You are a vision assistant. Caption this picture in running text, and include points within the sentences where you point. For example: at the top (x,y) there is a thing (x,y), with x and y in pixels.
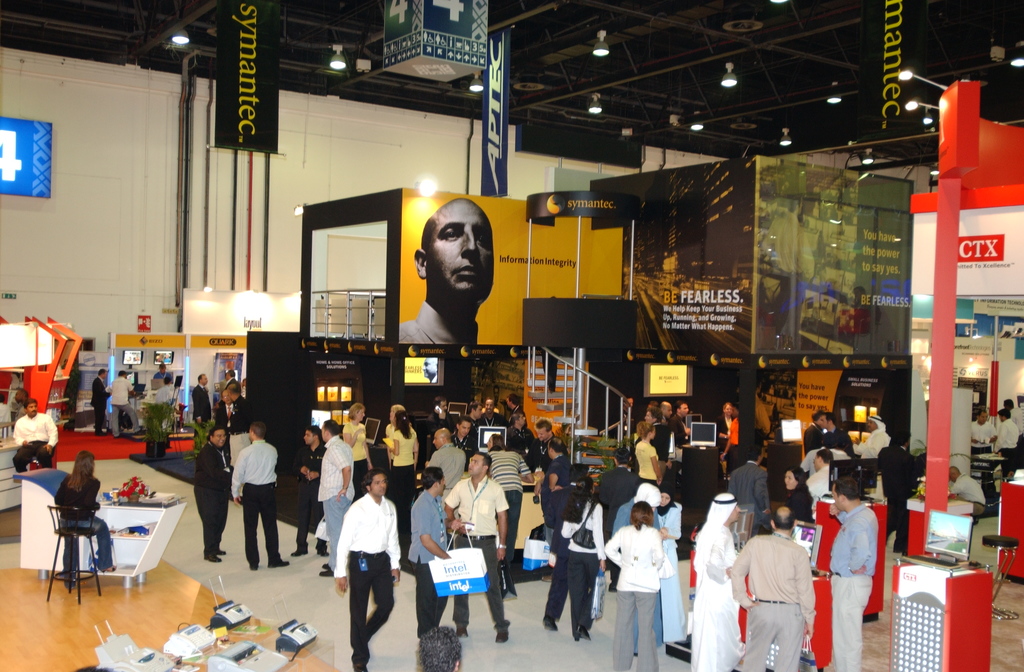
This picture is clicked inside the hall (164,533) and we can see the group of people (558,500) standing on the ground (594,649). On the left (122,506) we can see a person (366,509) walking on the ground (393,629) and we can see the two people (80,496) sitting on the chairs (83,533) and we can see the electronic devices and the tables (106,514) and many other objects (158,444). In the background (135,272) we can see the wall (110,132), and the text (548,265) and the depiction of a person (491,266) on the banners (686,252) and we can see the staircase (558,373), handrail (588,398) and some other items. At the top (674,35) there is a roof (712,88) and the lights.
